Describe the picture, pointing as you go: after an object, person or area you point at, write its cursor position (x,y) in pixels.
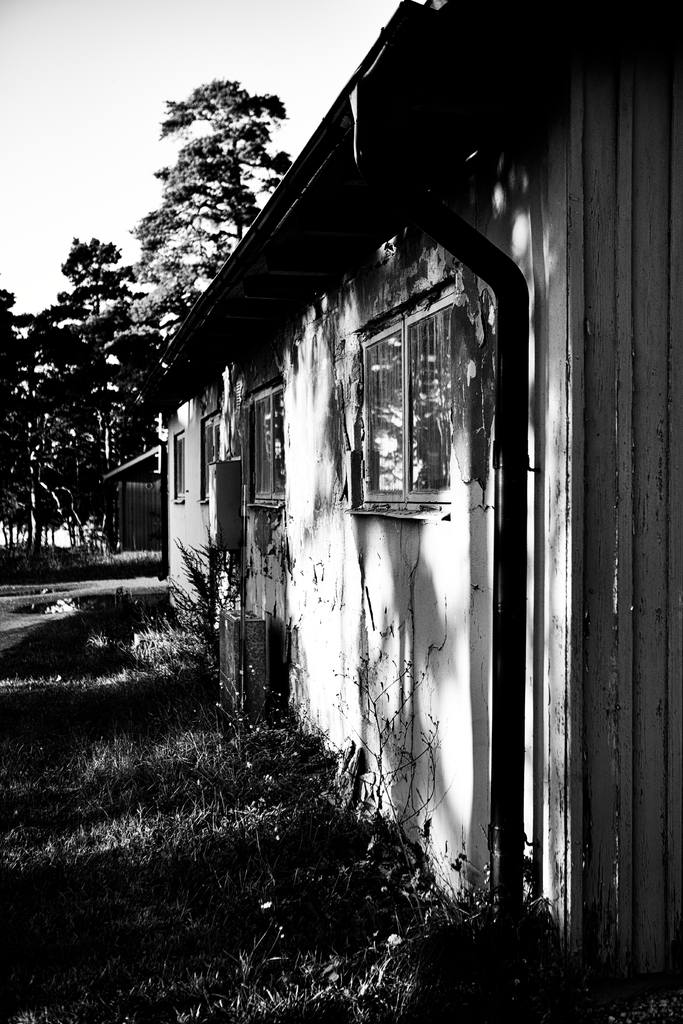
It looks like a black and white picture. We can see a house (295,501) with windows (399,454) and on the left side of the house (278,648) there are plants (197,618) and grass (230,723). Behind the house (167,442) there are trees (15,398) and the sky (190,41).
